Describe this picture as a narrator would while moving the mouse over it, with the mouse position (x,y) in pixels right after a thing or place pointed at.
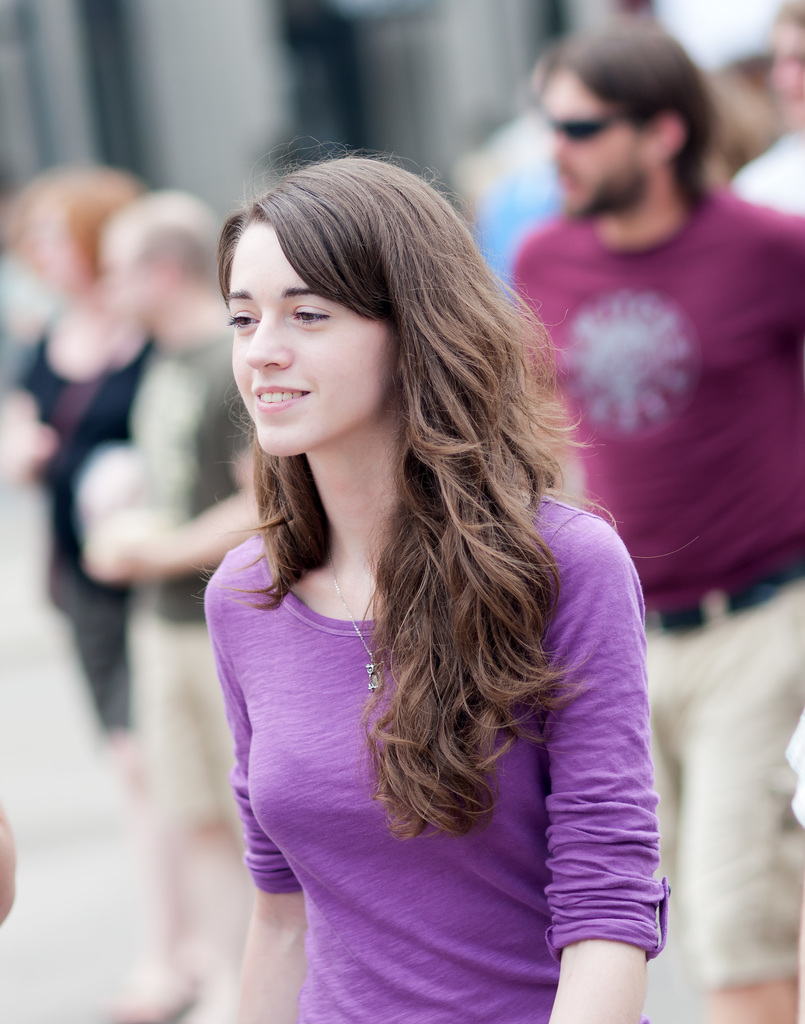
This image is taken outdoors. In this image the background (450,96) is a little blurred. A few people (666,111) are walking on the road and a few (609,185) are standing. In the middle of the image (331,510) a girl (365,706) is walking and she is with a smiling face (328,389).
